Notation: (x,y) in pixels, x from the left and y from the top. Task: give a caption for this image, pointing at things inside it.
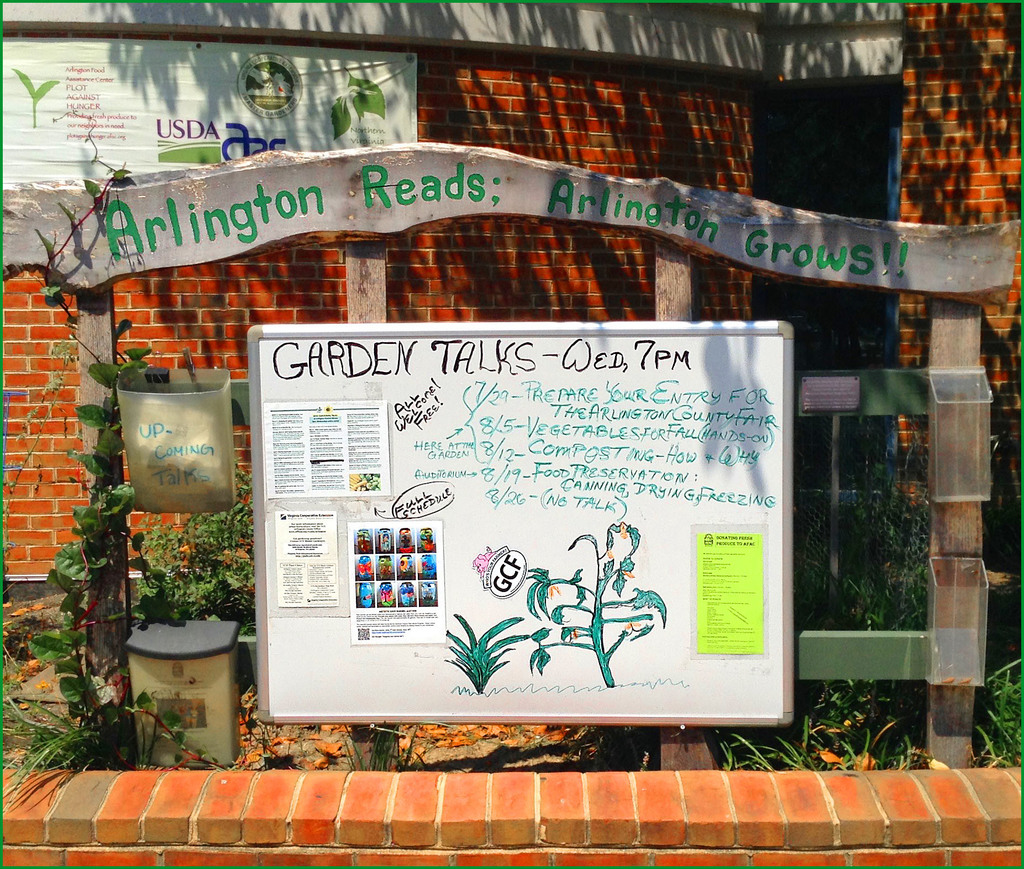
In this image I can see a white board (260,351) and on it I can see something is written. I can also see few papers (432,581) on it. In the background (458,286) I can see a building (524,100), few plants (149,559), a white board (391,93) and on it I can see something is written.
